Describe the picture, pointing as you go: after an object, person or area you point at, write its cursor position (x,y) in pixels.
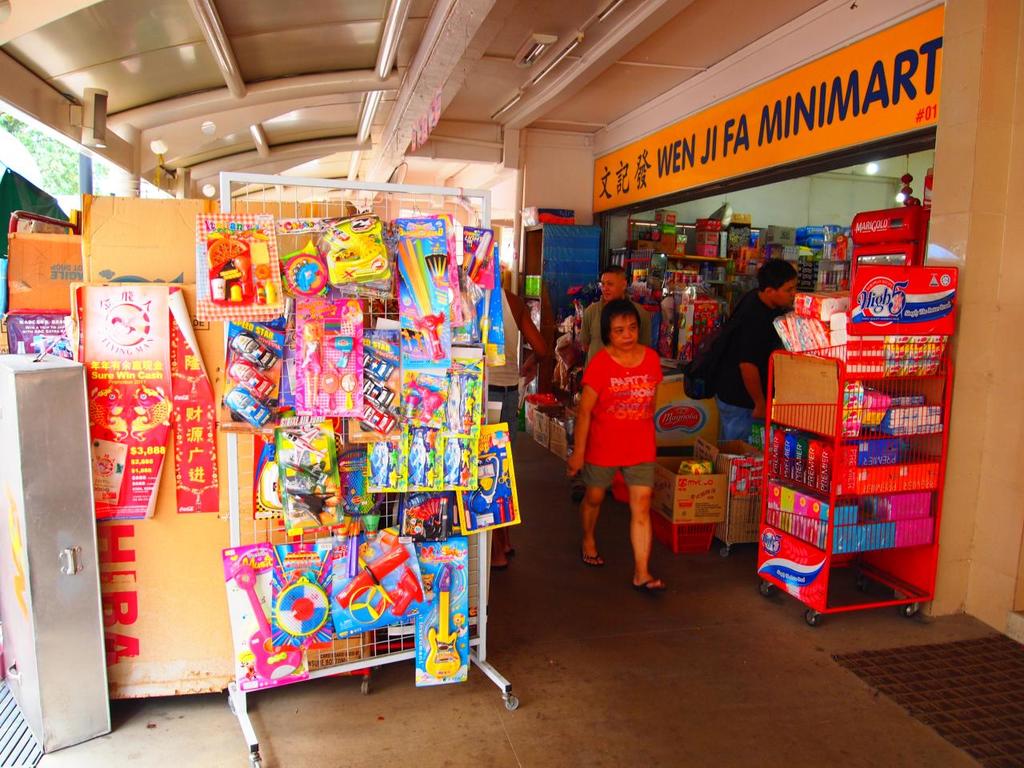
Here is a woman (640,365) walking and few people (743,313) standing. This is a shop (718,291). These are the toys (382,441), which are hanging to an iron grill (479,631). This looks like a cardboard box (222,503). I can see a name board (761,150) attached to the wall (965,159). This is the rack (850,375) with few objects (805,315) in it. Here is the roof (481,23).
